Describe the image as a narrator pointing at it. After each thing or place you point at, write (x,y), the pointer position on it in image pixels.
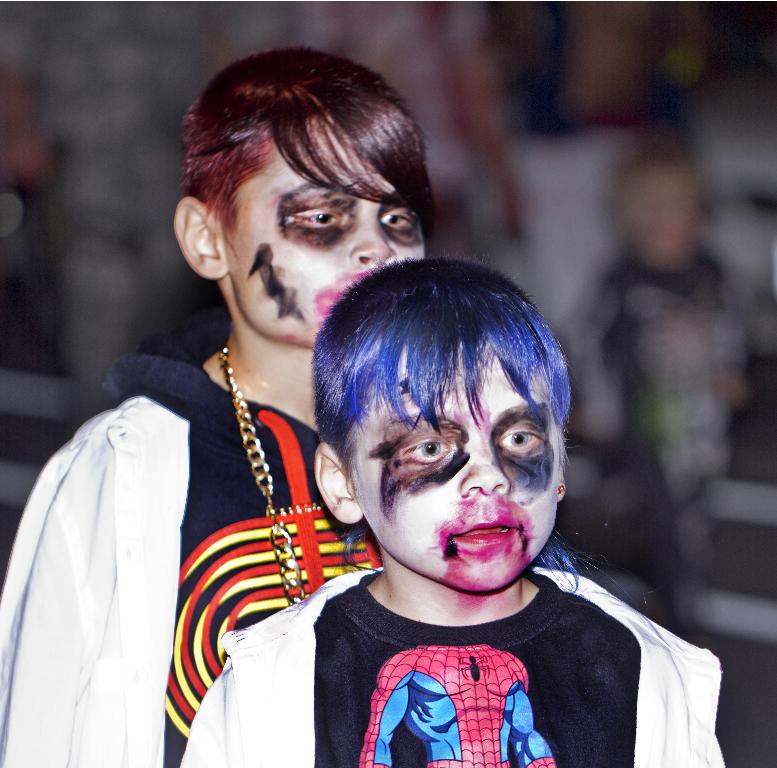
In this image there are two boys (279,618) with a face paint (418,530). They are wearing the white shirts (250,686) and black t-shirts (386,704). The boy (276,456) in the background (255,469) is having a gold chain (258,483). In the background (550,184) it is blur.
